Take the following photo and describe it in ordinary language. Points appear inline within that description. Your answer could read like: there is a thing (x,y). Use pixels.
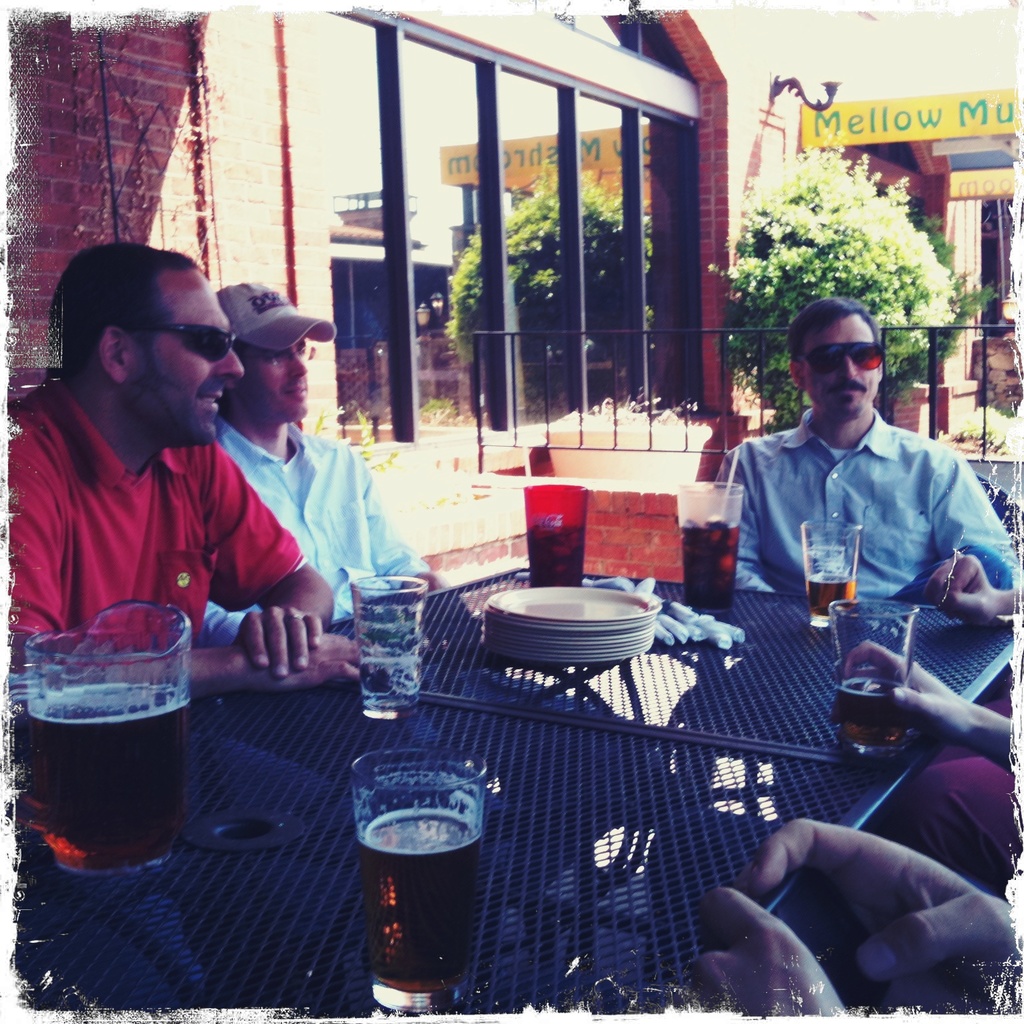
In this image In the middle (668,680) there is a table (522,858) on that there are plates (600,617) and glasses (692,603), around the table (626,709) there are some people (787,479). In the background (707,281) there is a house (550,53), window (452,171), glass (366,171), plant (834,218), wall (310,152) and text (921,114).
